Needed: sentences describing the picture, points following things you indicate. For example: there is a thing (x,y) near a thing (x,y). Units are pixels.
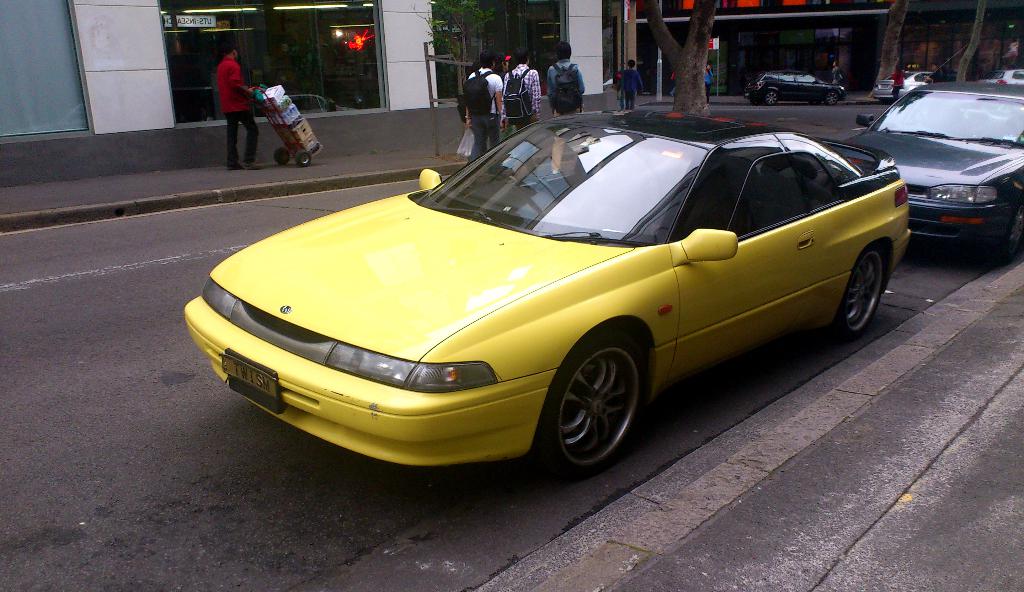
This image is taken outdoors. At the bottom of the image (100,411) there is a road (114,357). In the background (356,83) there are a few buildings (499,35) with walls (579,18) and doors (819,47). There are a few trees (681,47). A few cars (784,81) are moving on the road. A few people (580,95) are walking on the sidewalk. There is a board (709,44). On the right side of the image (915,139) a car (953,141) is parked on the road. In the middle of the image (470,287) a car (435,282) is parked on the road (615,464). The car (546,346) is yellow in color.
